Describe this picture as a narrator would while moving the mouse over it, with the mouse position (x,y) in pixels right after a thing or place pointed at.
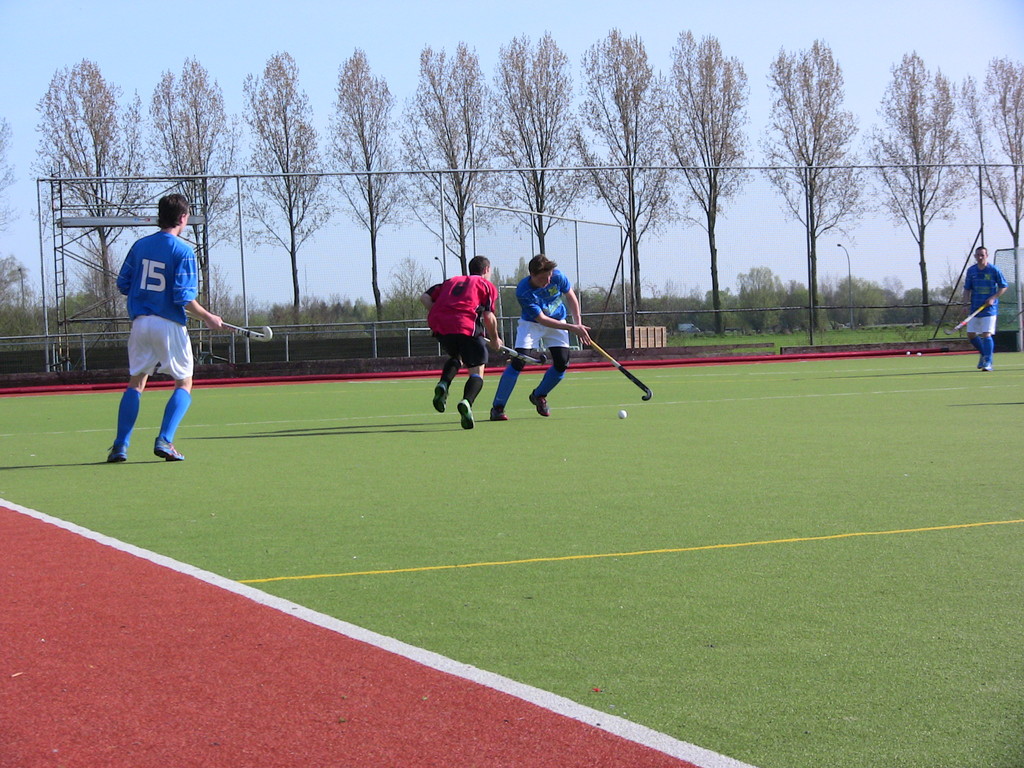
In this picture i can see group of men (141,344) are playing on the ground (492,564). These men (580,326) are holding bats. In the background (404,338) i can see fence (434,343), trees (320,315) and sky (325,282). I can also see grass (457,560) and a ball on the ground (632,549).
